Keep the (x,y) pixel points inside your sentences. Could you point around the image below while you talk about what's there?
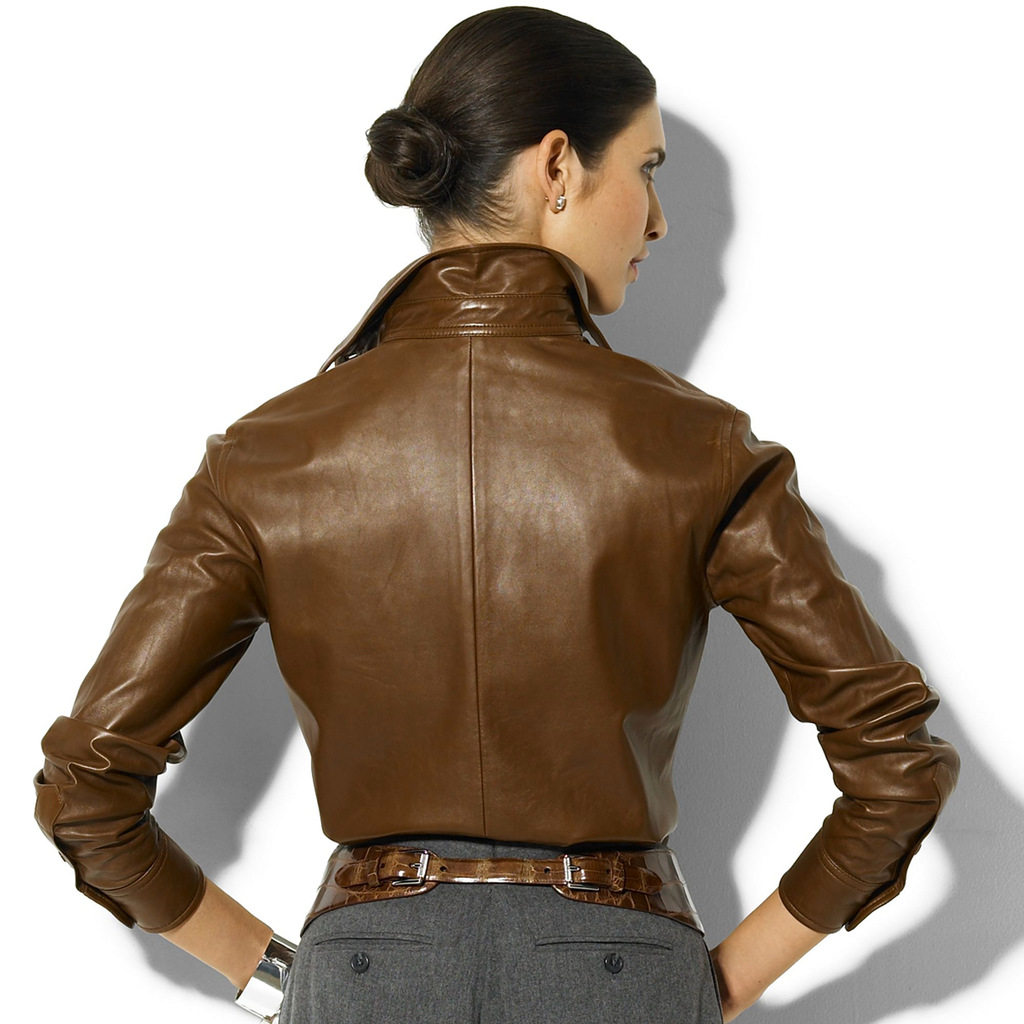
In this picture there is a woman (413,588) standing wearing a brown jacket (498,591). In the background (130,297) it is wall (926,614).
